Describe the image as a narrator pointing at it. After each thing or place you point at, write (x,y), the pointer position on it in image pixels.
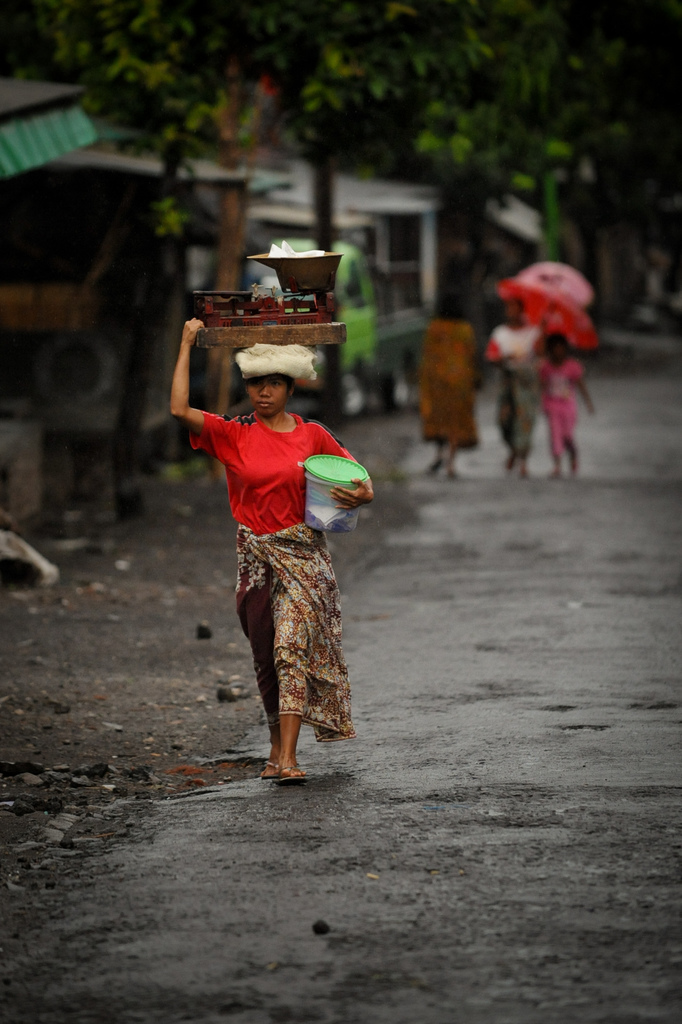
This is the picture of a road (403,541). In this image there is a woman (291,608) holding the weight machine (320,316) and box (313,513) and she is walking. At the back (334,18) there are group of people (507,444) walking on the road (522,617) and there are buildings (31,345) and trees (381,135). At the bottom (503,831) there is a road (503,831).
